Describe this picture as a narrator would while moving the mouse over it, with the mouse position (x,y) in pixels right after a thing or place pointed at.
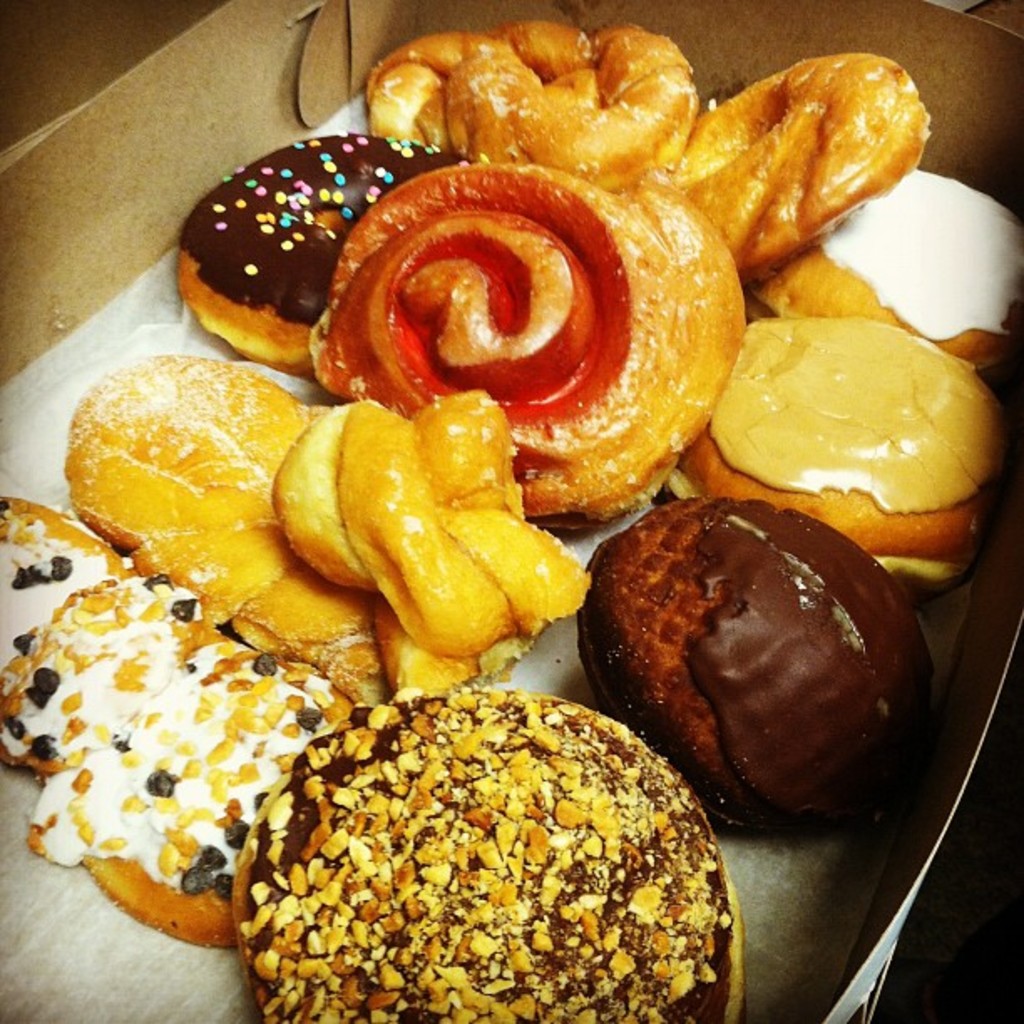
In this image we can see food items (454,454) placed in a box (929,846).
